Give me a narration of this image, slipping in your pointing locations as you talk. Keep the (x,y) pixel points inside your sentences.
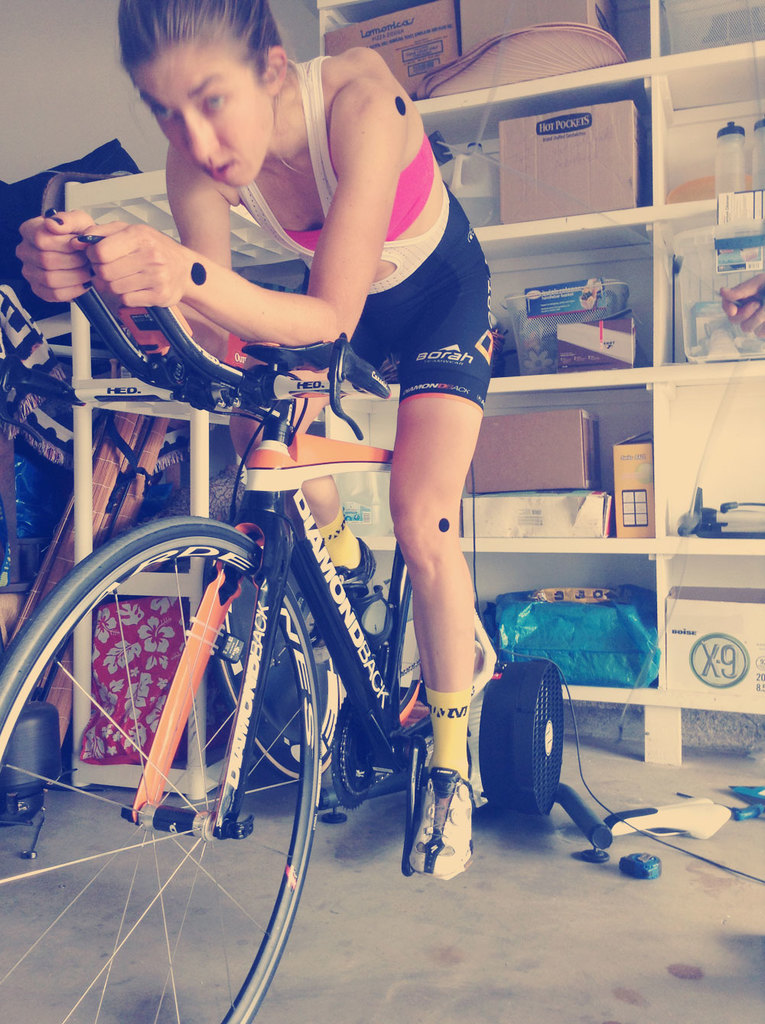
In the image a lady (311,339) is riding a cycle (290,419). In the background (589,70) there is a rack (589,81) with cartons (589,152), bottles (722,152) and few other stuffs (609,295).
